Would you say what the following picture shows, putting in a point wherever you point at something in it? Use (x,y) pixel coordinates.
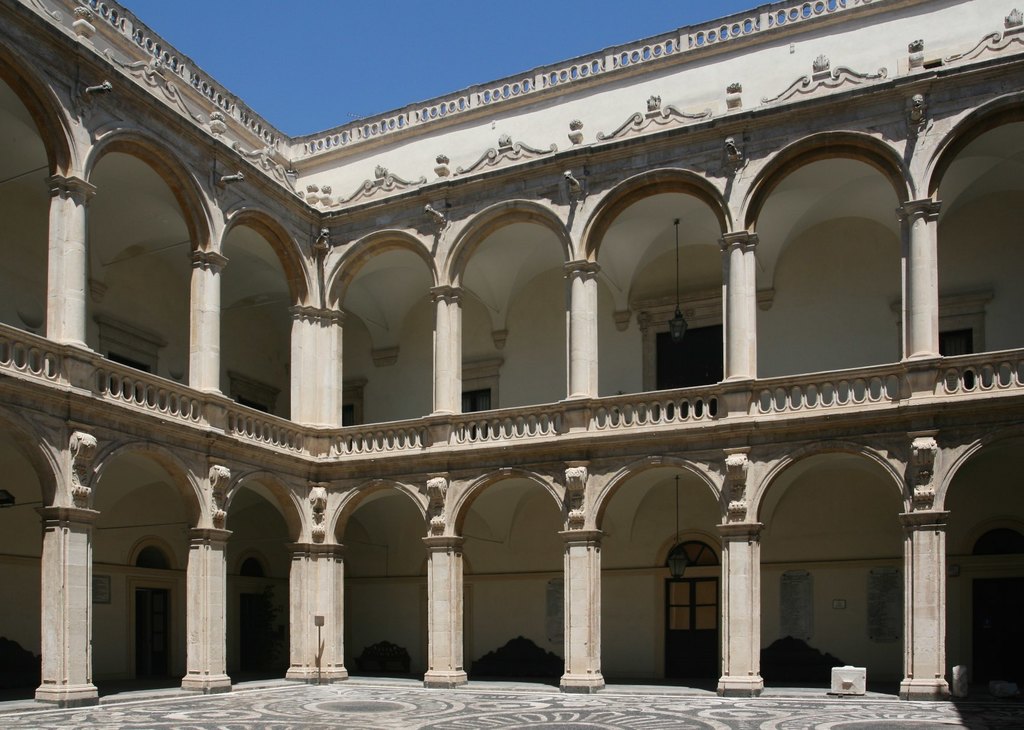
In this image I can see the building (254,240). I can see board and some papers (105,592) attached to the wall (417,574). I can also see the lights (671,565) in the building (570,355). In the background (421,84) I can see the blue sky (349,72).
